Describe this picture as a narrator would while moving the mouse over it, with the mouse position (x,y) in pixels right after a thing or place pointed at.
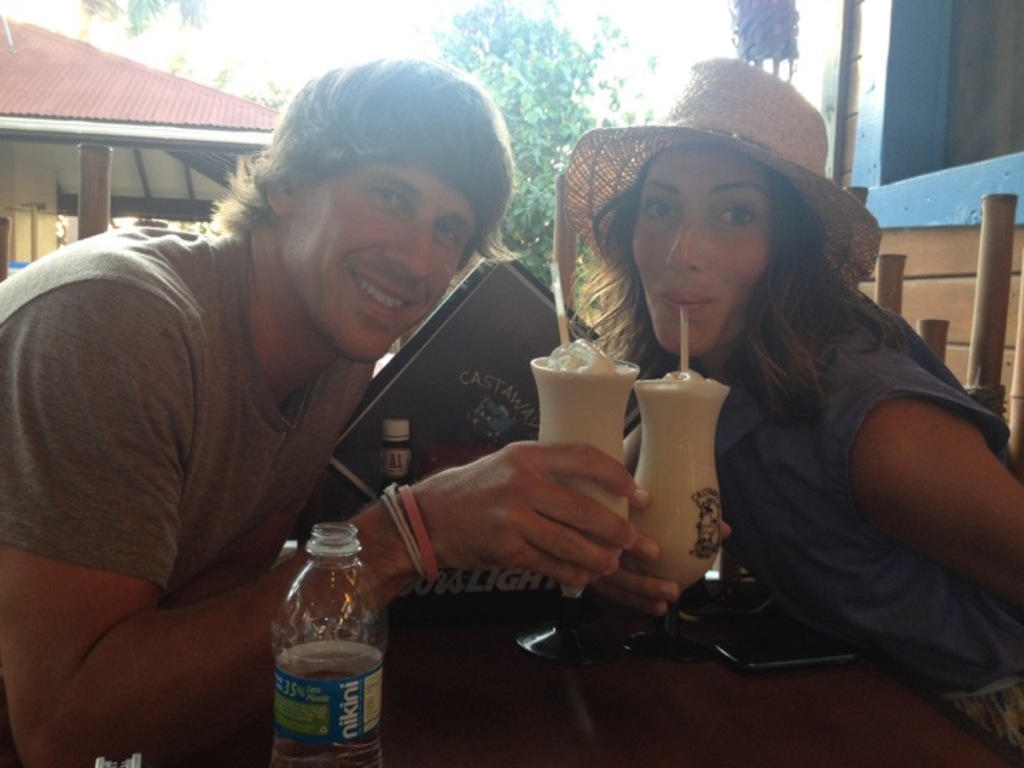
This is a picture of a two persons (147,459), one is a man (221,351) and other is a women (832,356). The women (792,361) is wearing a hat (716,111) and the man (572,474) is holding the juice (563,406). This is a table (522,684) on top of the table (497,694) there is a water bottle (325,670) and the mobile (759,647). Background of the two people (318,285) is a tree (518,91) and the house (61,126).
